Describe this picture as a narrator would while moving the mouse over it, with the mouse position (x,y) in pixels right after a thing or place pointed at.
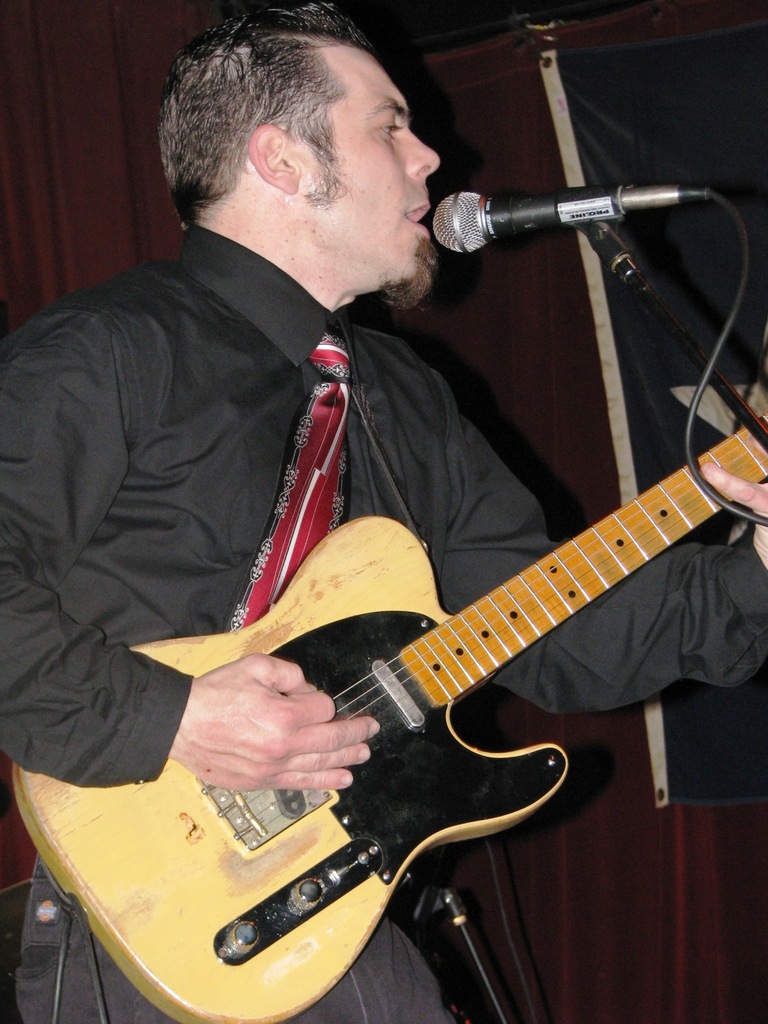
In the image we can see there is a man (258,536) who is holding a guitar (231,818) and he is singing in the mike (582,200).
